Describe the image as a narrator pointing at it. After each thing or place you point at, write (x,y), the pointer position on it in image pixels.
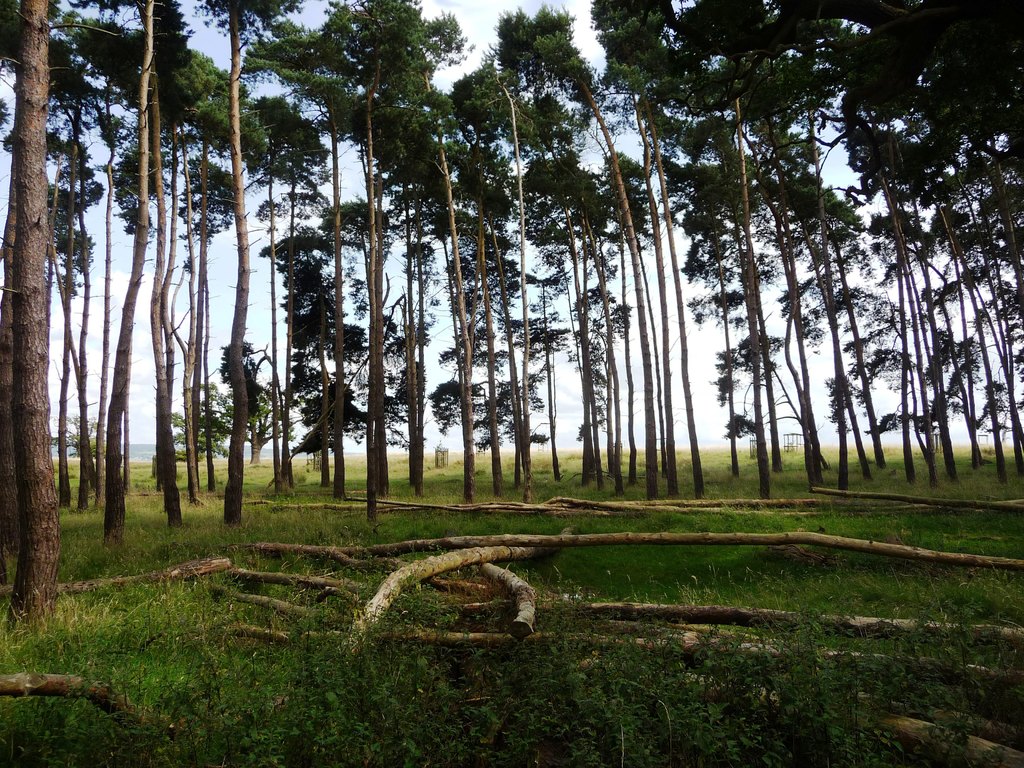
In this picture we can see few trees (331,296), wooden barks (708,620) and grass (602,595).
